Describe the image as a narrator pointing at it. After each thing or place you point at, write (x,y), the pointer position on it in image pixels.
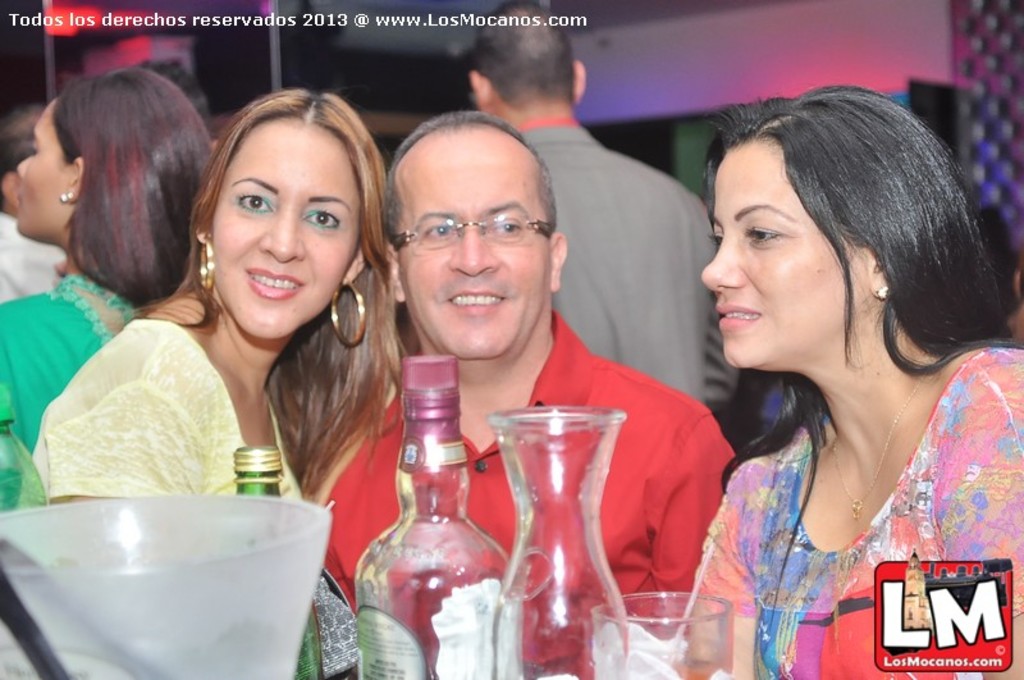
In this image in the front (513,619) there are bottles (373,589) and there is a glass (648,651). In the center (342,384) there are persons (387,209) standing and smiling. In the background (289,75) there is a wall (725,62) and there are lights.
